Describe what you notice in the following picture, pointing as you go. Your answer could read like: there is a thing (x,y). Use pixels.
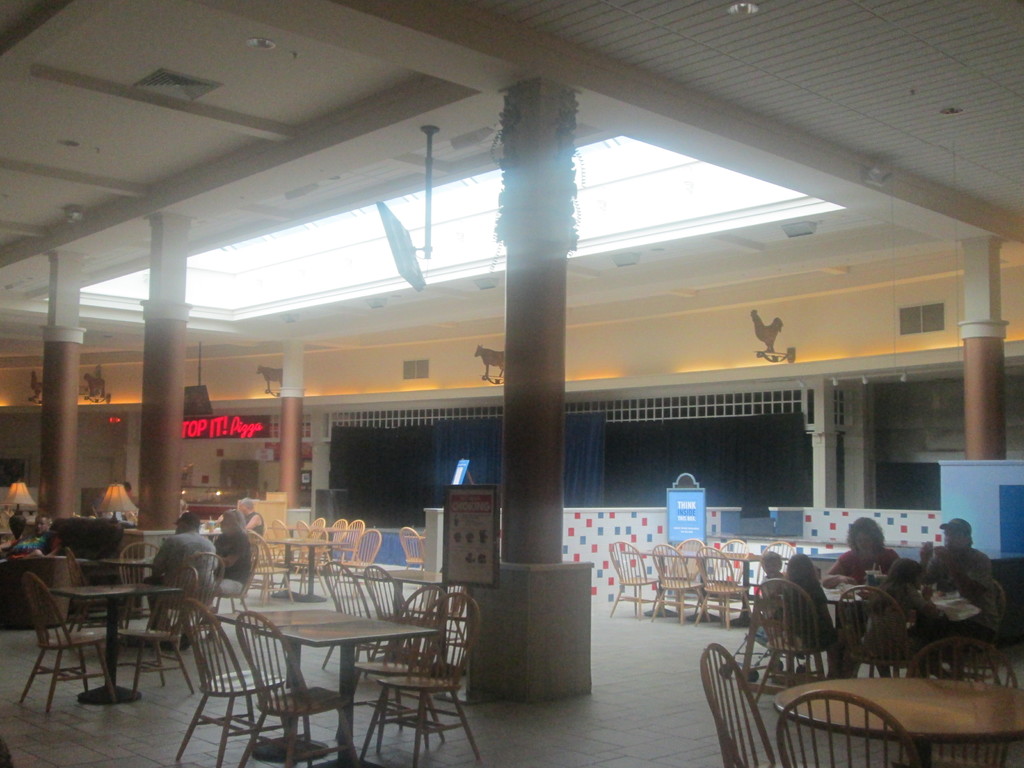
In this picture we can see some group of people (22,552) sitting on chairs (270,553) and in front of them there is table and on table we can see glasses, some food items (841,591) and in background (386,460) we can see pillars (543,437), curtain (577,457), banner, screen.
